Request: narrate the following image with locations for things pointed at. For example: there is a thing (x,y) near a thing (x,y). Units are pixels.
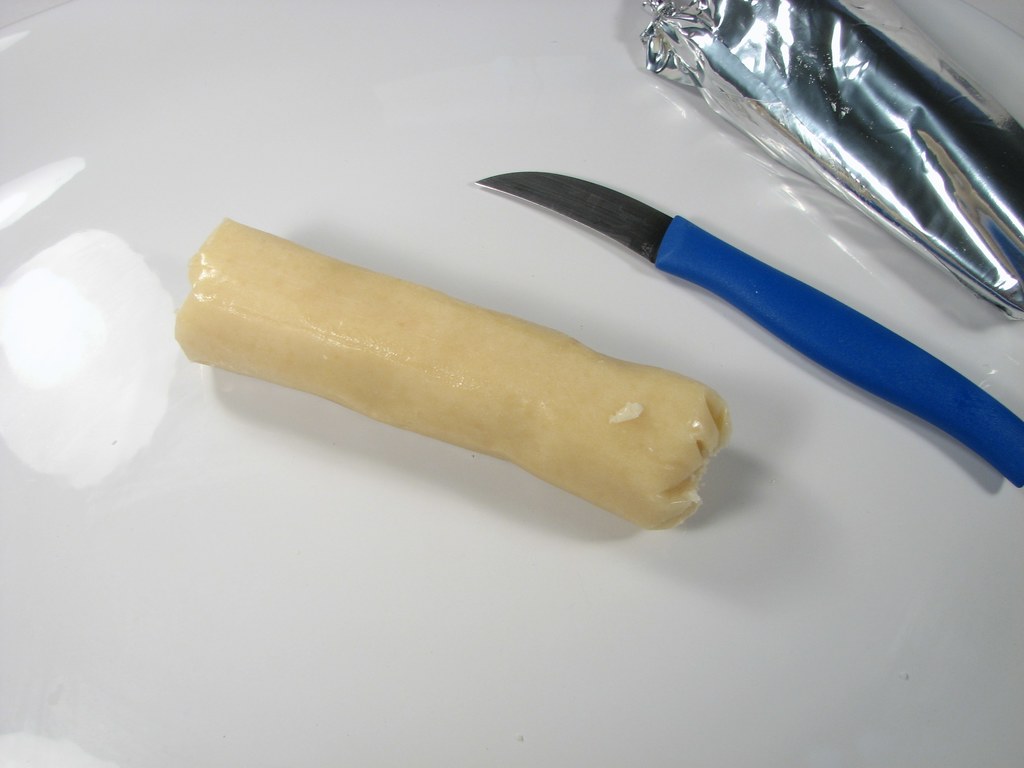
In this image, we can see some object (432,391), knife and cover (842,111) is placed on the white surface (619,313).
